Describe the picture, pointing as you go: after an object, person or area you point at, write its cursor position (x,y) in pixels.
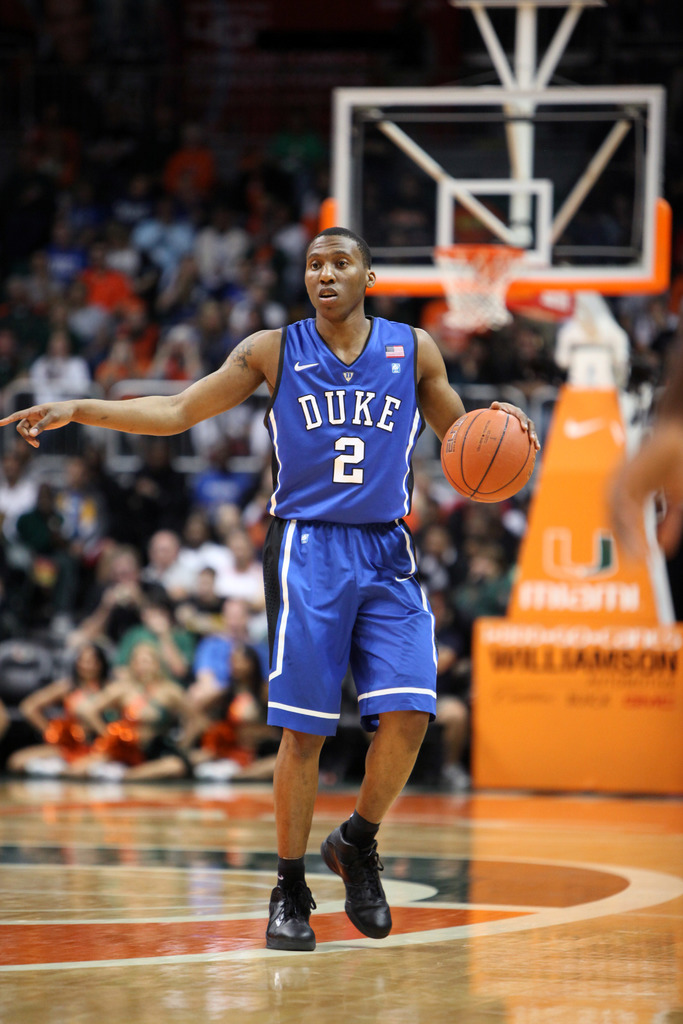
This picture describes about group of people (295,526), in the middle of the image (325,561) we can see a man (403,475), he is holding a ball (472,420), in the background (452,323) we can see a basketball net (496,306).
